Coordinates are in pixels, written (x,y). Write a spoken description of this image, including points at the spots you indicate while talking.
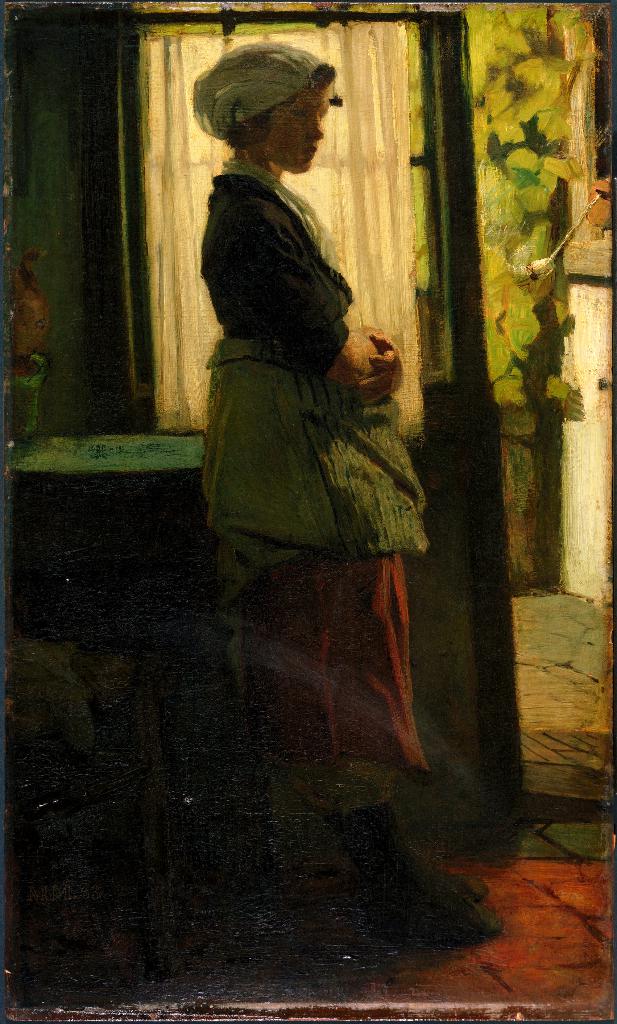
In this image we can see a woman (308,363) standing on the floor (372,949), beside her there is a table (106,557). On the table (92,448) there is an object (25,320), back of her there is a wall (50,394).
